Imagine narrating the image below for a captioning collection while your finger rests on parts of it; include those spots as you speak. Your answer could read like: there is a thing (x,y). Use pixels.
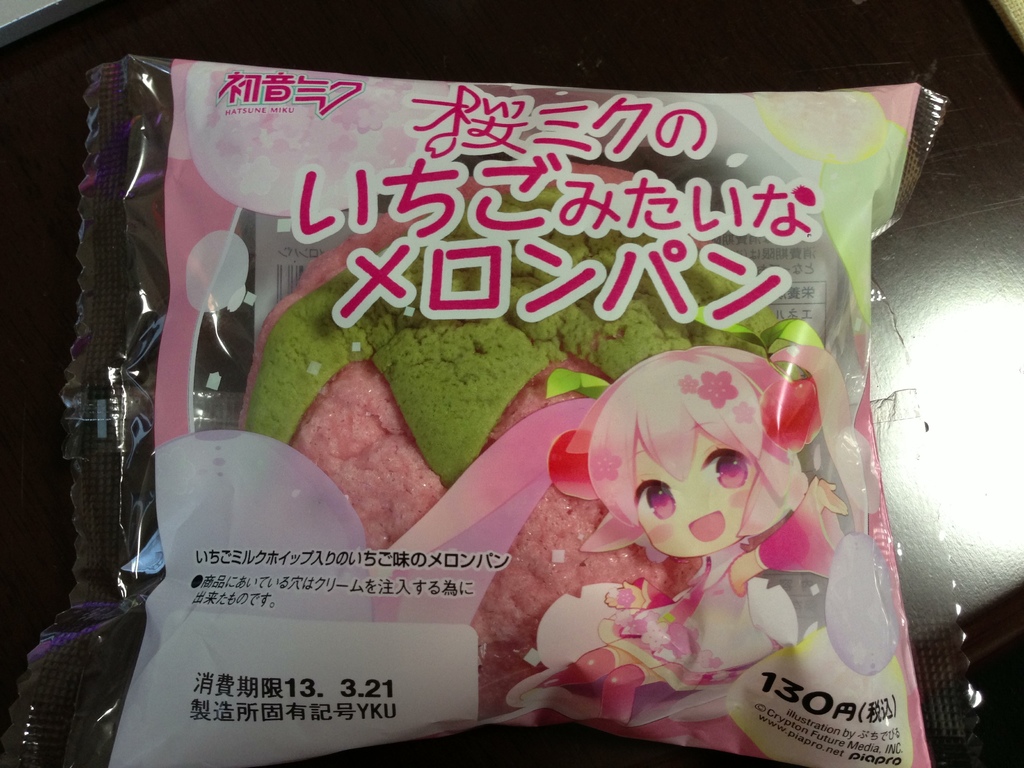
In this image I can see a packet (560,350) on a black surface (941,260). On this packet (547,302) there is some text (597,315) and a cartoon image (652,472). Inside the packet (553,368), I can see green and pink color objects (389,421).
